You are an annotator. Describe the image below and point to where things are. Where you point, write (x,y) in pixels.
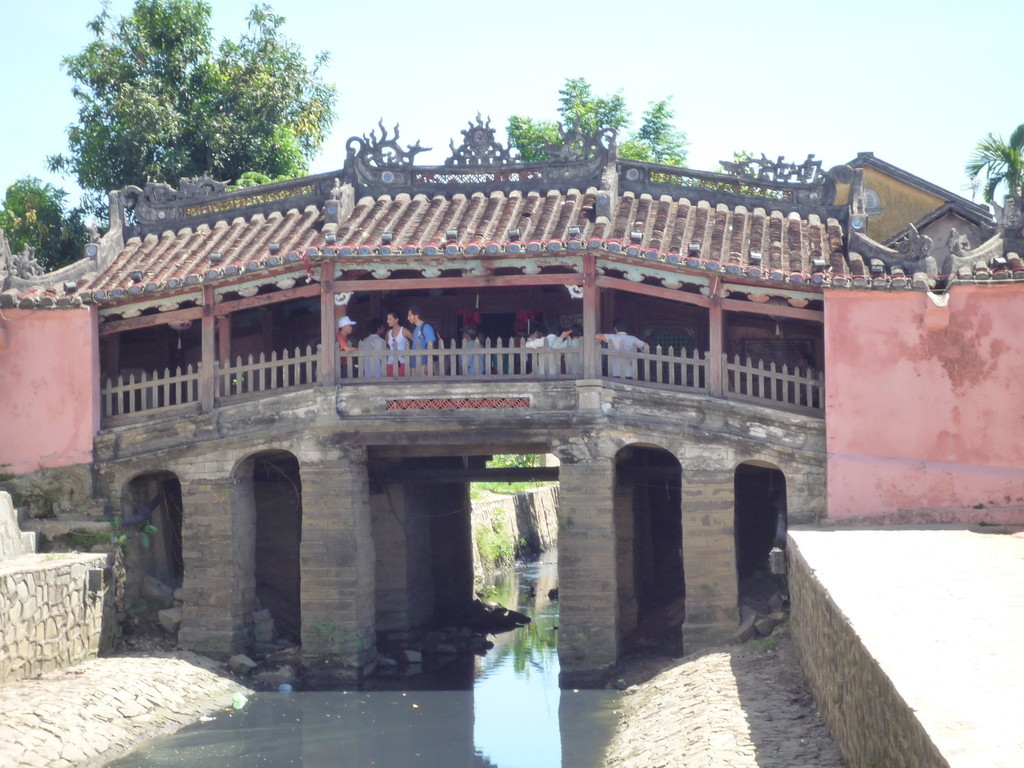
In the center of the image (400,323), we can see people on the bridge (570,354) and there is a fence (694,351) and some sculptures (34,251). In the background (178,66), there are trees (675,164). At the bottom (352,701), there is water (527,665).
